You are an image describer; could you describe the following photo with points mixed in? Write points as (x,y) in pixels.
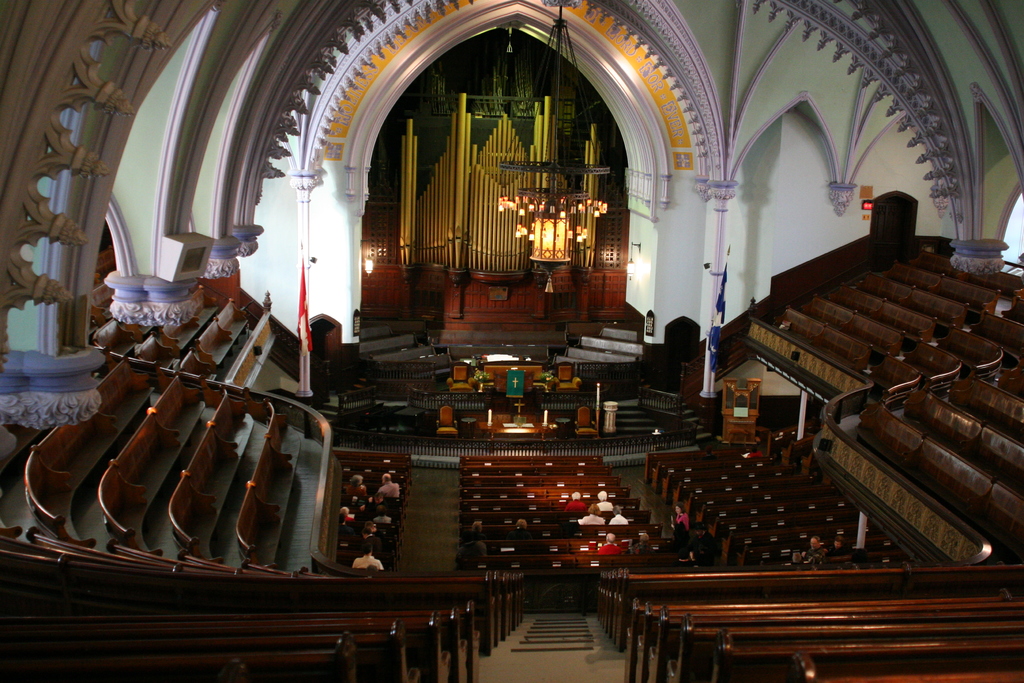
In this image I can see few benches (316,609) which are brown in color, the aisle (614,656) and number of persons (577,506) are sitting on the benches (543,510). In the background (723,192) I can see the building (690,175), few lights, few candles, few chairs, the white colored wall (639,305) and a chandelier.
